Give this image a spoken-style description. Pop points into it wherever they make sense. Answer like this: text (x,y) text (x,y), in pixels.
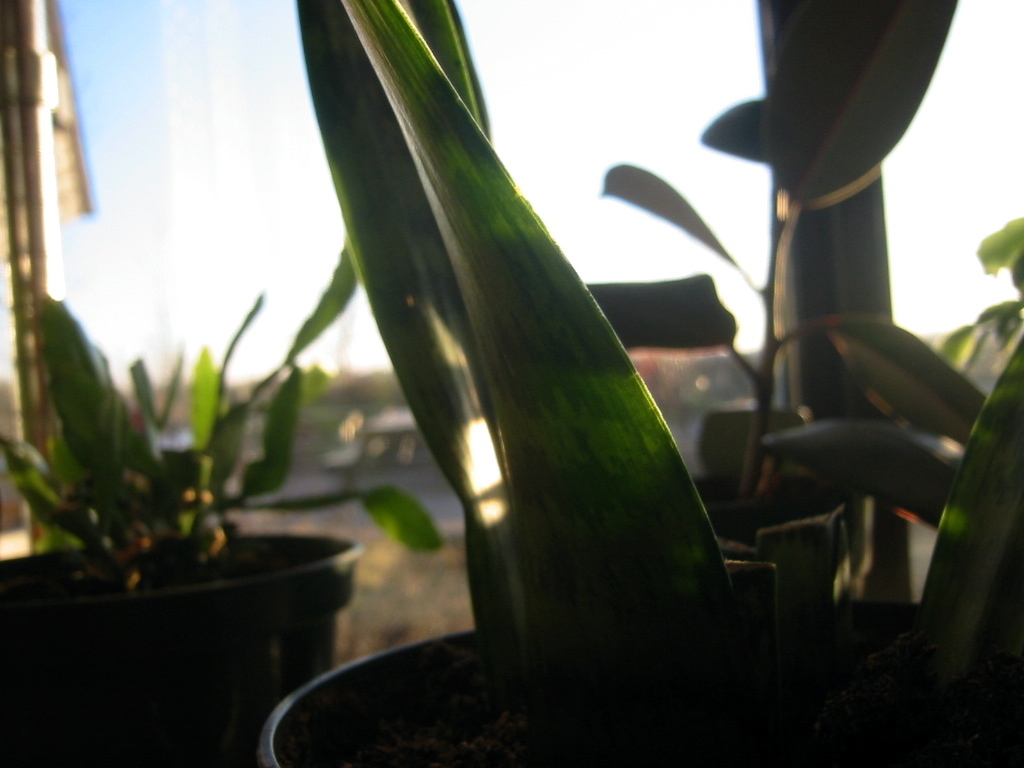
In the front of the image (516,748) there are plants (517,466) with pots (322,578). In the background of the image (11,231) it is blurry.
